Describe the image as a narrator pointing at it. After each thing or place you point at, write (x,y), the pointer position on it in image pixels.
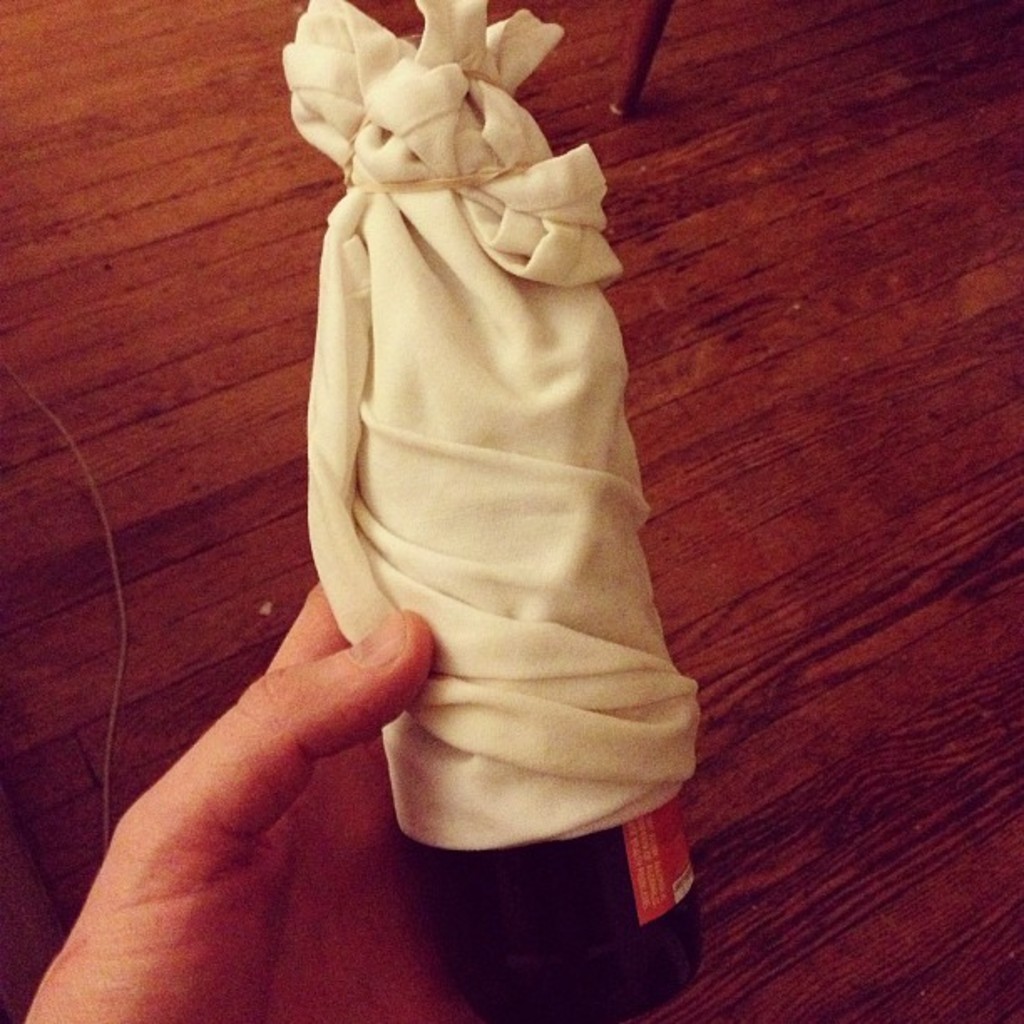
In this picture we can see a person's hand (195,869) who is holding a wine bottle (667,869). This bottle (676,846) is covered by white cloth (450,382). On the top (631,77) we can see chair (636,95). Here we can see wooden floor (811,476). On the left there is a white color wire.
